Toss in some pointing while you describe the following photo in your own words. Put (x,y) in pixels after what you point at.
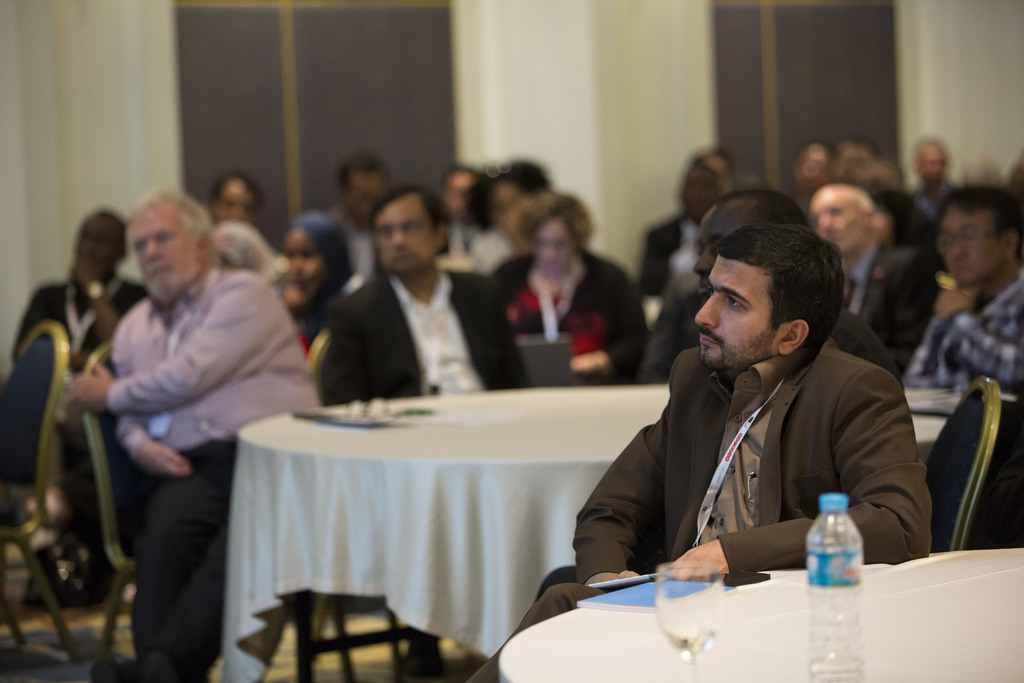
To the right of the picture (809,598) there is a table (579,646) covered with cloth (916,653), on the table (957,615) there is a water bottle (827,607), a glass (672,614) and a book (631,593). In front of the table (959,602) there is a man (915,479) sitting in chair (953,495). In the picture there are many people (966,228) seated around tables (979,606) in chairs (50,415). In the background (18,74) there are curtains (140,90) and windows (809,78).
